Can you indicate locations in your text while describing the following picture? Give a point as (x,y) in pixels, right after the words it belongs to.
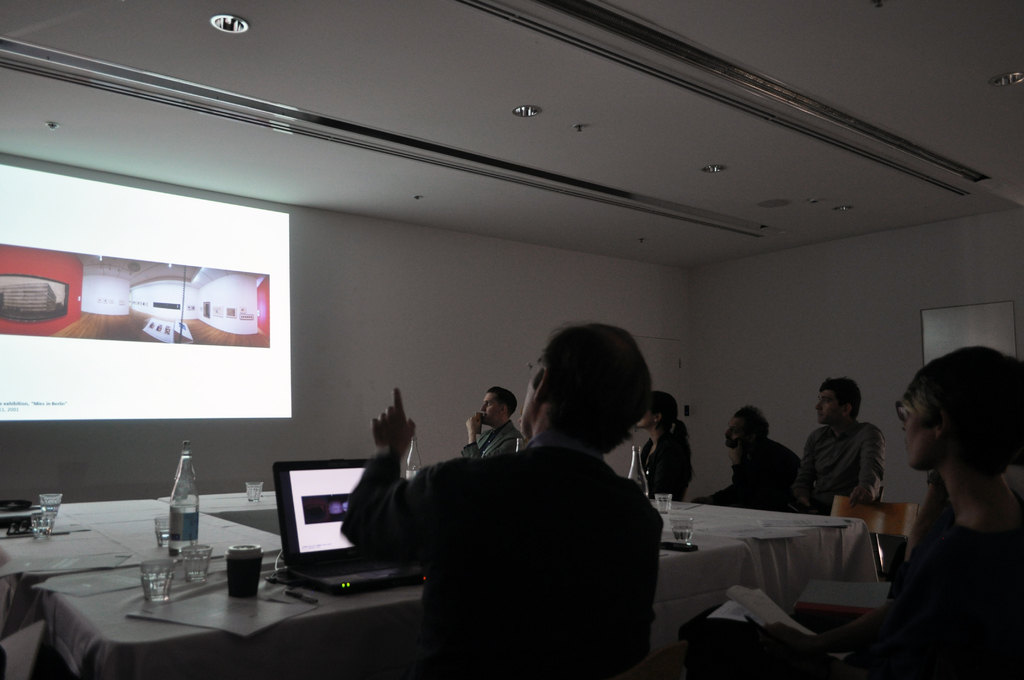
In this image we can see a few people (980,500) gathered in a room (829,355) and they are paying attention to this screen (1,324). There is a person (549,344) sitting on a chair (652,668) and he is explaining something on the screen (206,243). This is a table (123,542) where a laptop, a bottle (175,545) and glasses (162,594) are kept on it.
